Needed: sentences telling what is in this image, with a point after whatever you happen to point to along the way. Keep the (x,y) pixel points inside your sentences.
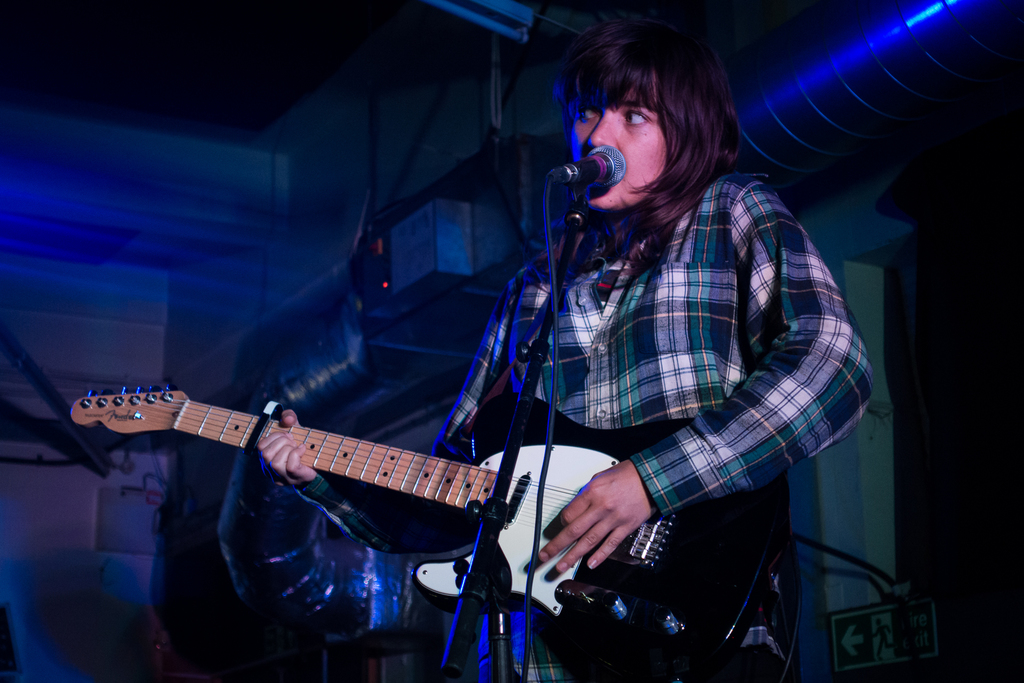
In this image there is a woman (679,202) who is singing a song in the microphone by playing a guitar (206,415).
